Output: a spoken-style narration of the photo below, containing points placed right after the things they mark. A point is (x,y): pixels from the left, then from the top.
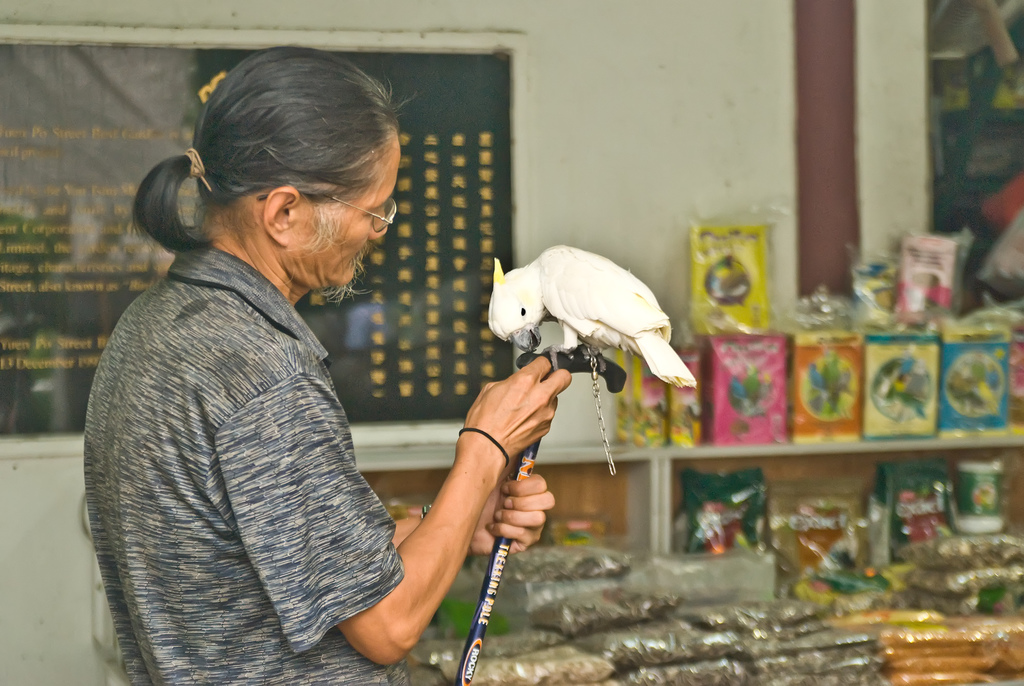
In the picture, a person (362,580) is holding some stick (580,357) and a bird (623,327) is standing on the stick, in the background (709,473) there are some grocery items (795,543) and there is a board (34,228) attached to the wall (661,205) behind those groceries (850,306).
